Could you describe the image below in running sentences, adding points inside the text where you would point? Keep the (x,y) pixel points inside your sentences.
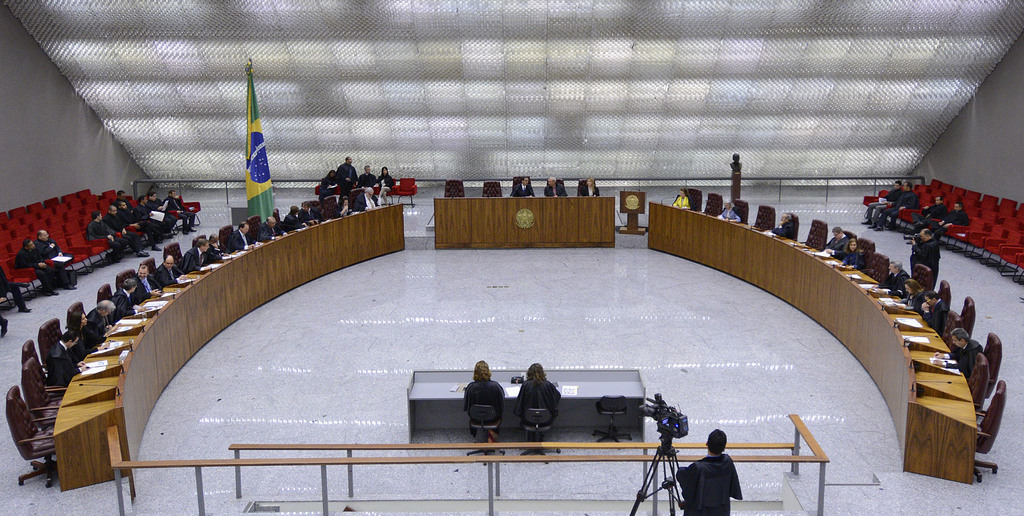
In this image, there are a few people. We can see some tables (188,349) with objects (906,343) like papers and microphones (912,389). We can see some chairs (81,213) and the fence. We can see a flag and the wall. We can also see some wooden objects (95,459) and a camera (679,433) with a camera stand (665,449). We can see the roof (481,121).
